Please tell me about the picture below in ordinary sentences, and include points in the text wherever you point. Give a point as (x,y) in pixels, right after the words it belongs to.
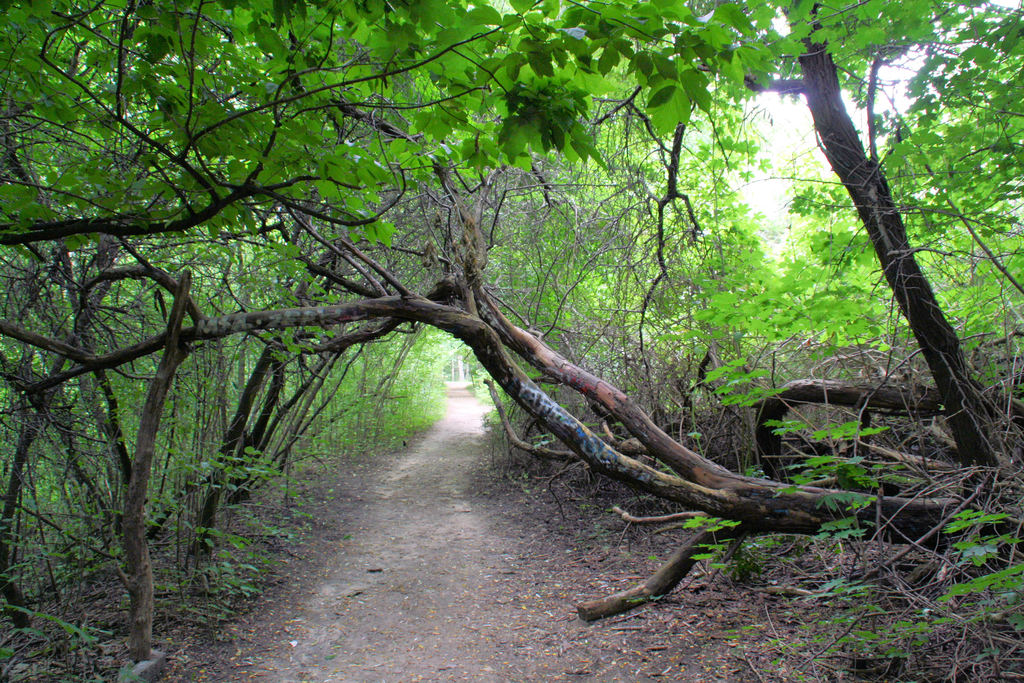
In this picture we can see plants (919,629) and trees (353,251).
